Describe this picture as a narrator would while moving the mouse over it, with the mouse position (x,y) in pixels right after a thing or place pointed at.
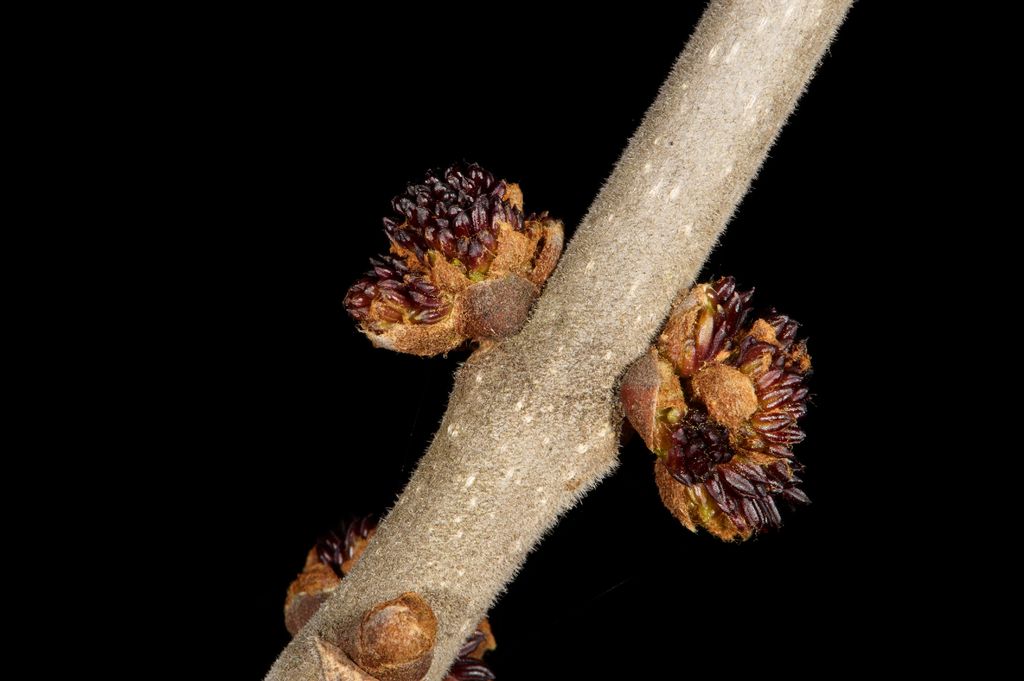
In this image there is a stem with flower buds (702,293), and there is dark background (507,82).
